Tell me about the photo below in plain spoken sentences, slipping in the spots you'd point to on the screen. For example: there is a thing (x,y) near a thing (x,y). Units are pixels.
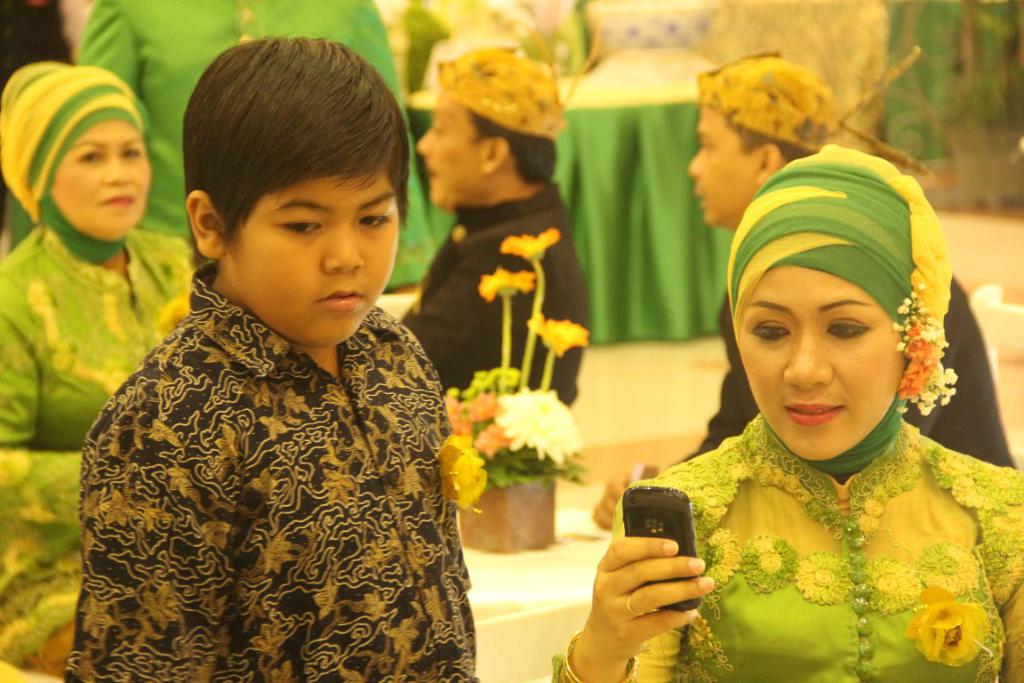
In this image I can see people (448,248) and I can see most of them are wearing green dress (683,477). Here I can see she is holding a phone (641,488). In the background (475,404) I can see flowers (513,432) in a pot (513,497) and I can see this image is little bit blurry from background (61,272).
